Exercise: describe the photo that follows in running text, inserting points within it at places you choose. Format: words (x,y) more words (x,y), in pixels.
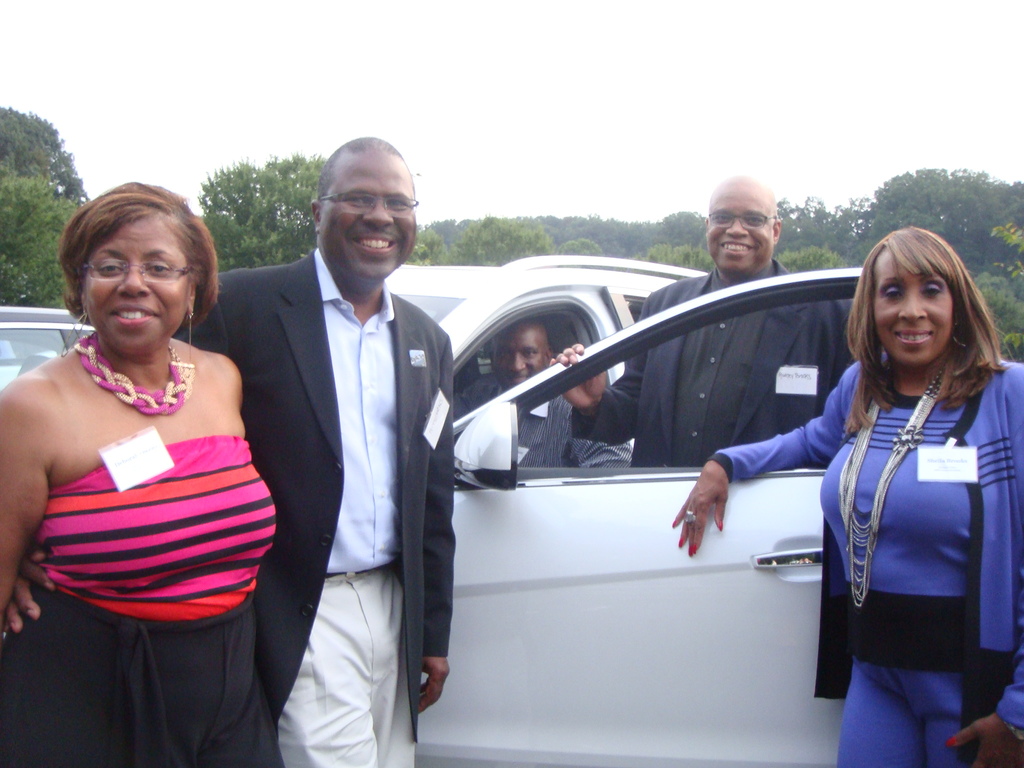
This is a picture outside of a city. And background of the image there are some trees (555,237) and sky (627,80). And a person (507,363) sit in the car (477,304). Re maining persons (446,339) stand on the floor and they are smiling.
